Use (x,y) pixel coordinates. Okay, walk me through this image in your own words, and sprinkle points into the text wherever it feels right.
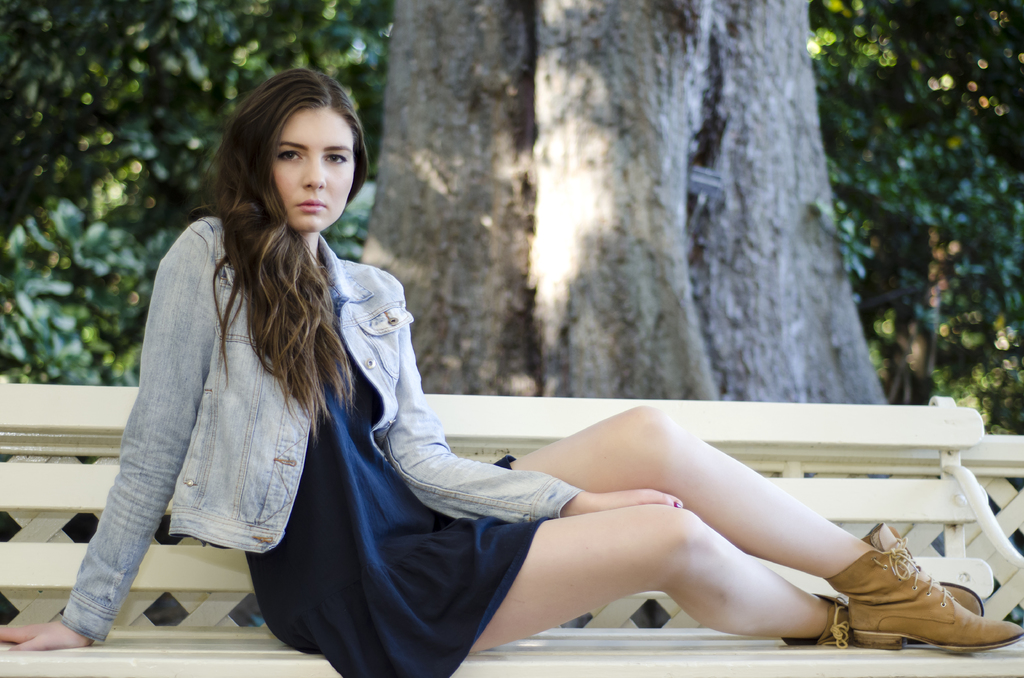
In this image I can see a white colour bench (18,431) and on it I can see a woman (391,563). I can see she is wearing black dress (326,524), denim jacket (256,475) and brown shoes (882,557). In the background (622,150) I can see number of trees (660,130).
